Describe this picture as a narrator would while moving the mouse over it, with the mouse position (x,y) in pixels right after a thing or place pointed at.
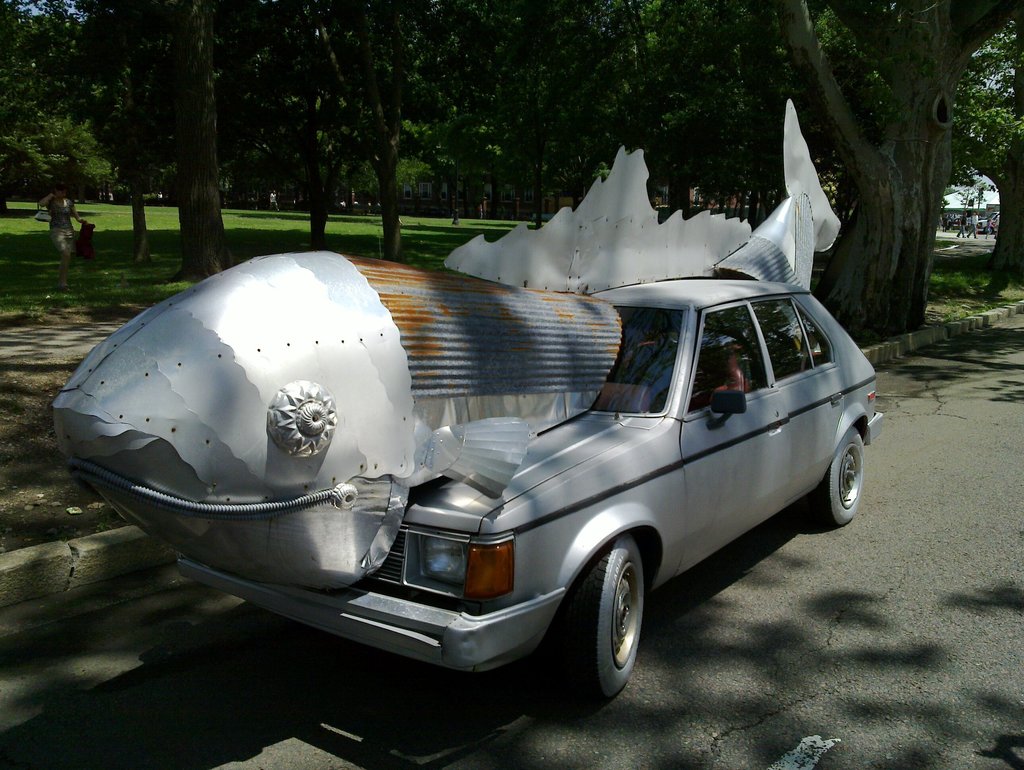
There is a car (571,485) on the road (789,719) and on it there is an object (530,320). In the background (346,192) there are trees (269,145) and a woman (60,232) walking on the grass (102,270) and on the right (961,226) we can see few people (972,223) walking and vehicles (988,223) on the road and some other objects (987,197).
